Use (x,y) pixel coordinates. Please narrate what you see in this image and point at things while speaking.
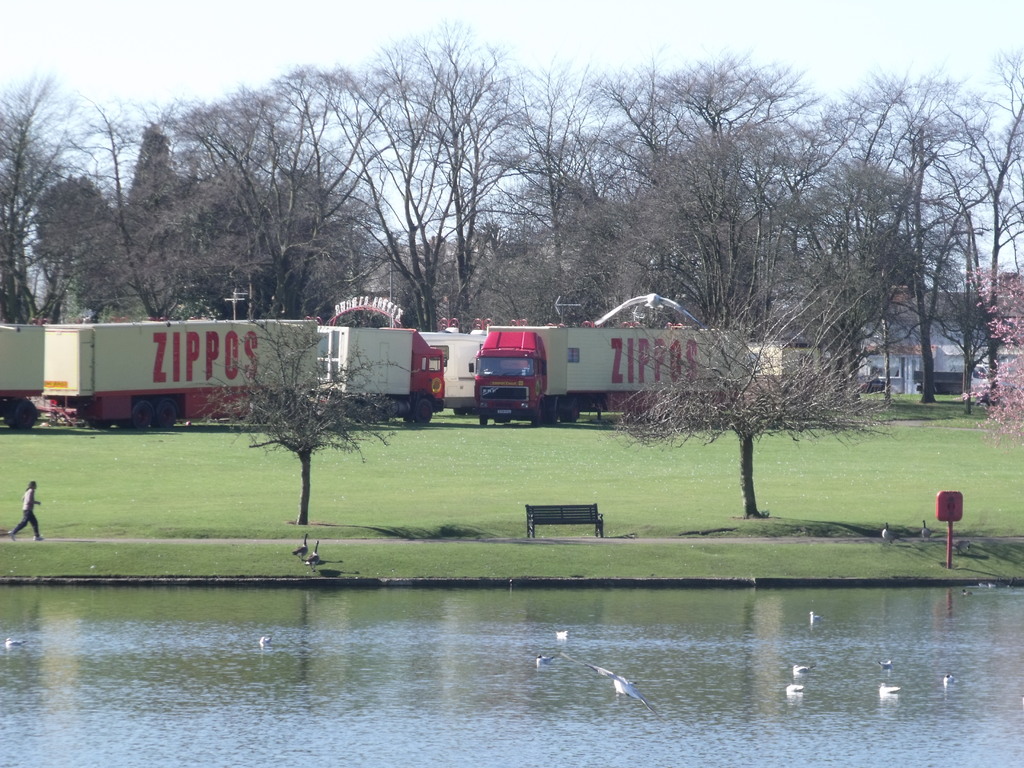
In the image there is a pond (304,648) in the front (489,651) with ducks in it and behind there are trucks (481,405) on the grassland (821,524) with trees (262,216) behind it all over the image and above its sky (180,44).
